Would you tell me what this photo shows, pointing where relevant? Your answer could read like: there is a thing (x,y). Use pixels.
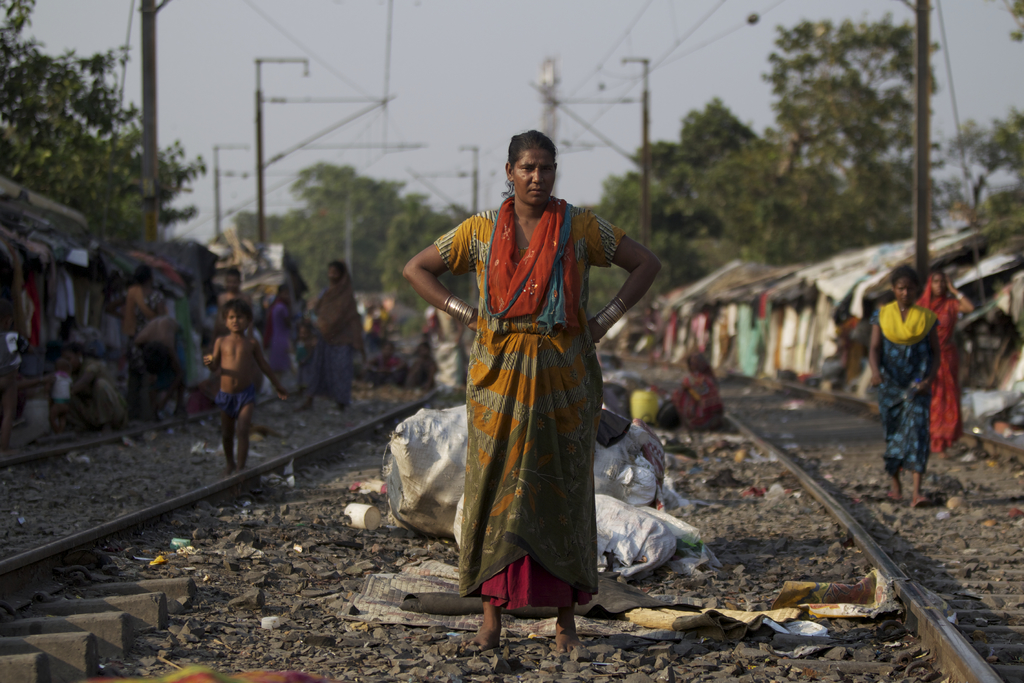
In the middle of this image (545,265), there is a woman (468,421) standing on the stones (439,634). On both sides of her, there is a rail (978,678). Behind her, there are packets (437,423). In the background (5,152), there are persons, buildings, electric poles (927,27), trees (13,115) and the sky (968,70).
